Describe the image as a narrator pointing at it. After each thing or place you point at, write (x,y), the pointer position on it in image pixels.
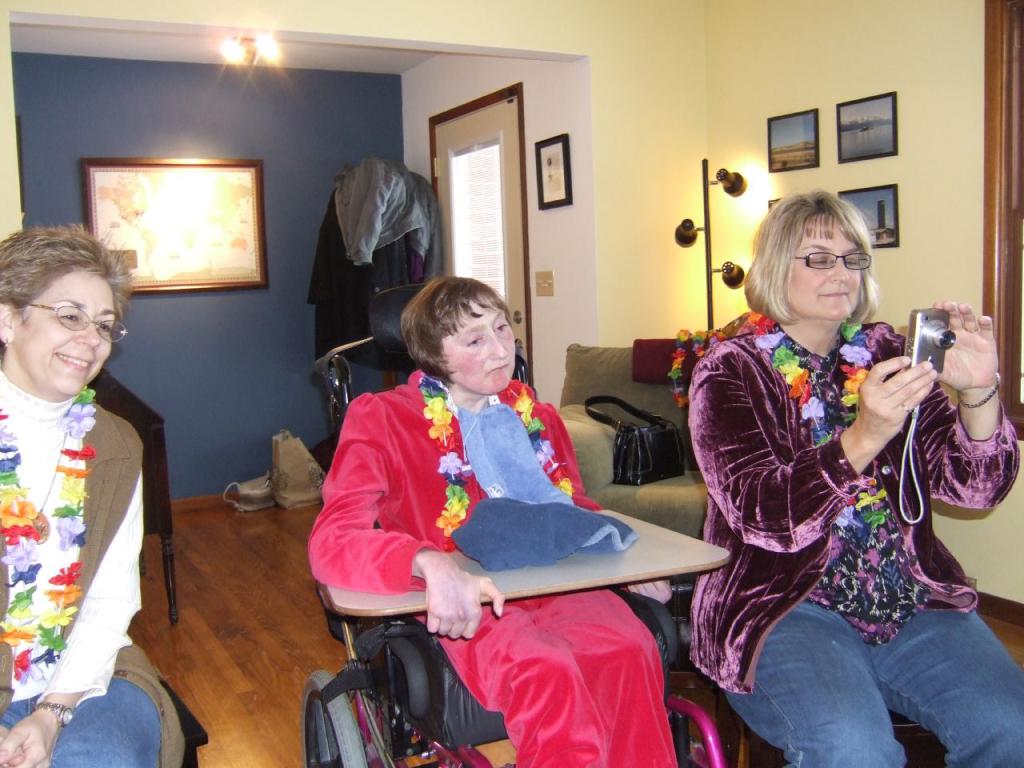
In this picture we can see there are two people (854,541) sitting and a person (464,641) is sitting on a wheel chair (492,723). Behind the people (824,499) there is a handbag (630,454) on the couch (643,485) and behind the couch (628,369) there is a stand (710,226) with lights (691,237) and a wall (691,217) with photo frames (564,199) and a door (497,206). On the left side of the door (449,263) there are some clothes (385,249) and at the top (238,47) there are lights (230,48) and a woman (915,369) is holding a camera (921,350).
